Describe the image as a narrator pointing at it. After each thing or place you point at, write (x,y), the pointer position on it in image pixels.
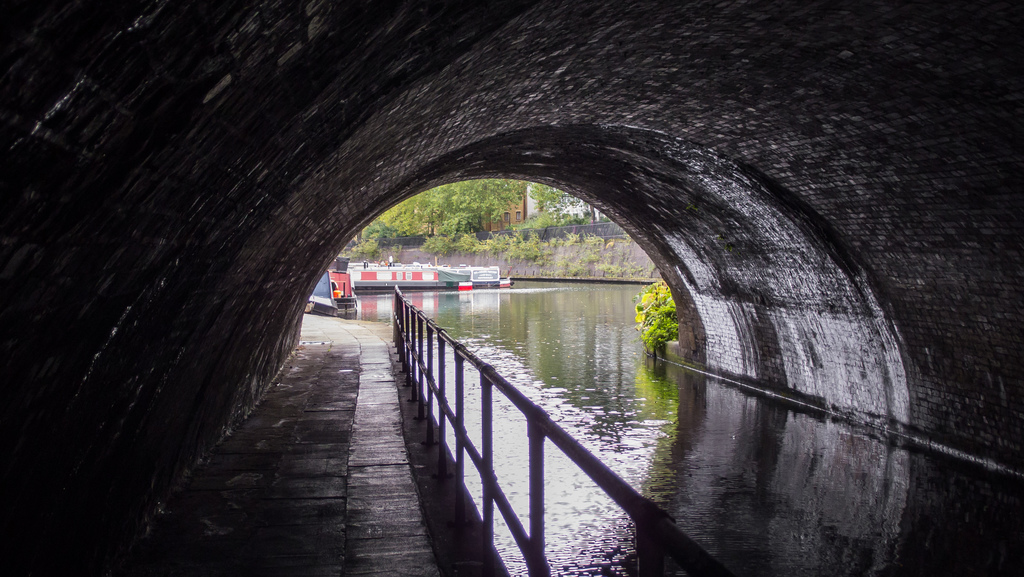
In the center of the image (404,355) we can see a tunnel (374,208), fence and water (669,435). Through the tunnel (342,210), we can see trees (436,241), buildings (530,204) and a few other objects (421,281).
